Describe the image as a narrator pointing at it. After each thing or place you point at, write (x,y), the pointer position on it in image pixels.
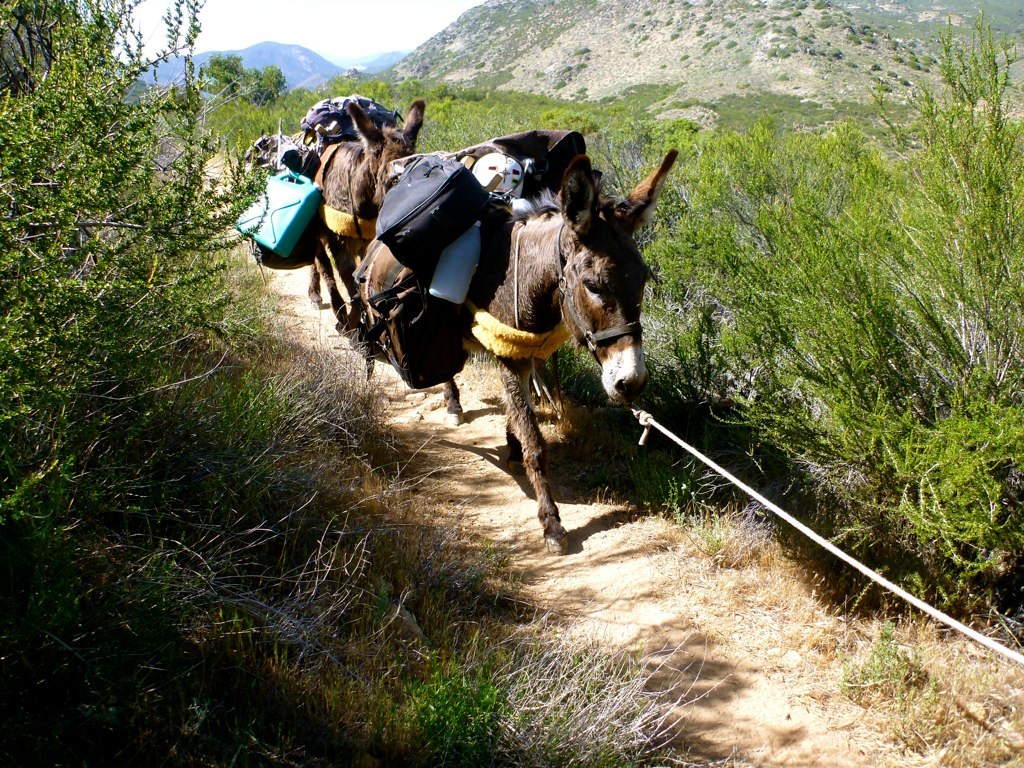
In this image there are two donkeys (366,200), on either side of the donkeys (378,212) there are plants (473,133), in the background (627,55) there is a mountain (833,16).
